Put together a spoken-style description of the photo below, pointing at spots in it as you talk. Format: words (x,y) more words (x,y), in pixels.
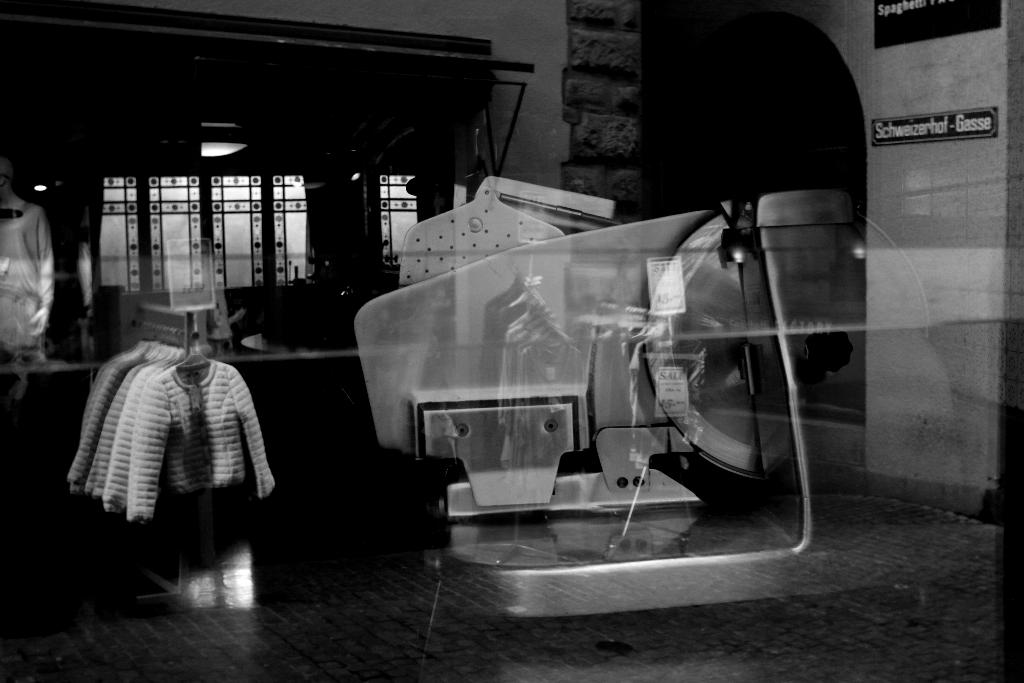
This is a black and white image and edited image. There is reflection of clothes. There is a reflection (500,250) of object (568,329). In the background of the image (119,249) there is a window (185,236).
